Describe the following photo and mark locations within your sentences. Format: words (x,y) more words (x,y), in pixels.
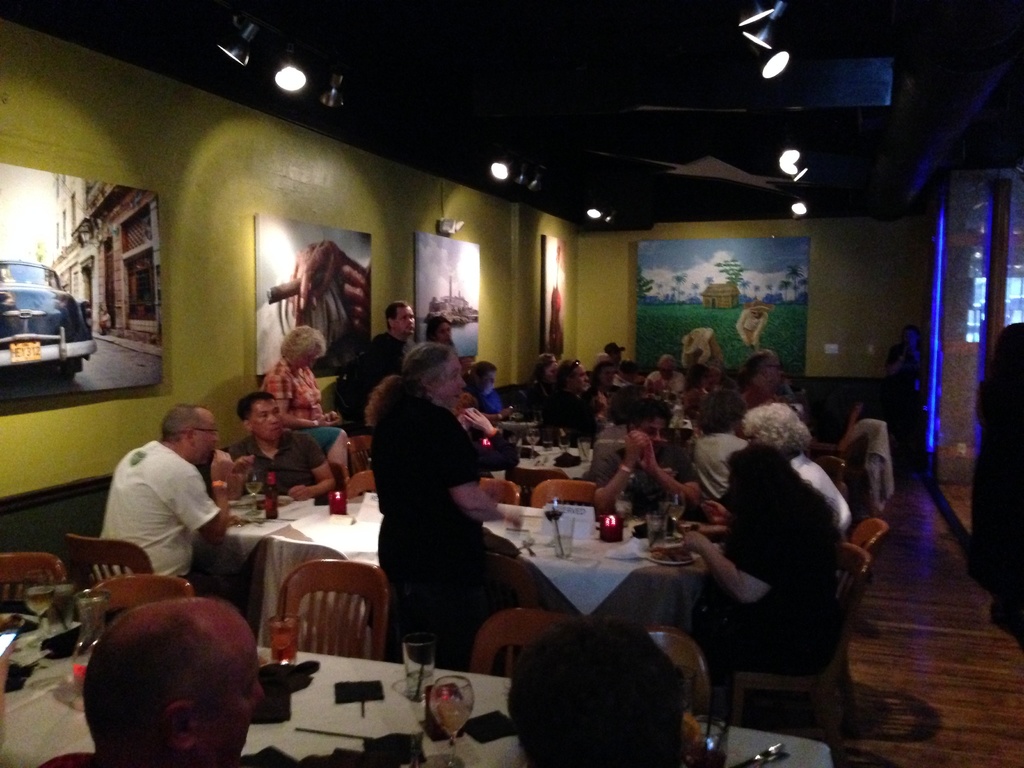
In the picture we can see a set of people (450,422) sitting on a chairs (506,560) near the table (549,575), and on the table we can find a white cloth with some glasses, bottles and wine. In the background (555,293) also we can see some set of people (659,392) sitting on a chairs (488,575) near the table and on the walls (55,464) we can see the paintings (65,304) and ceiling (555,19) we can see the lights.
